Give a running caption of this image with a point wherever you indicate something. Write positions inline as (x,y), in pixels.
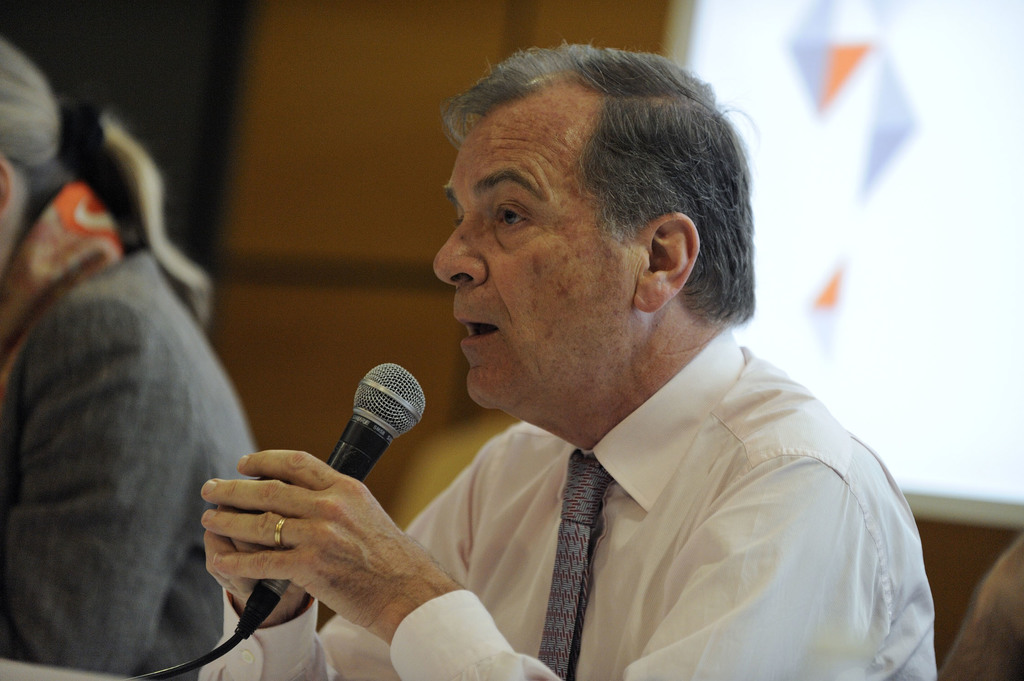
These two persons (367,527) are sitting and this person (363,503) holding microphone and talking. On the background (649,30) we can see wall (324,197), screen (912,148).
